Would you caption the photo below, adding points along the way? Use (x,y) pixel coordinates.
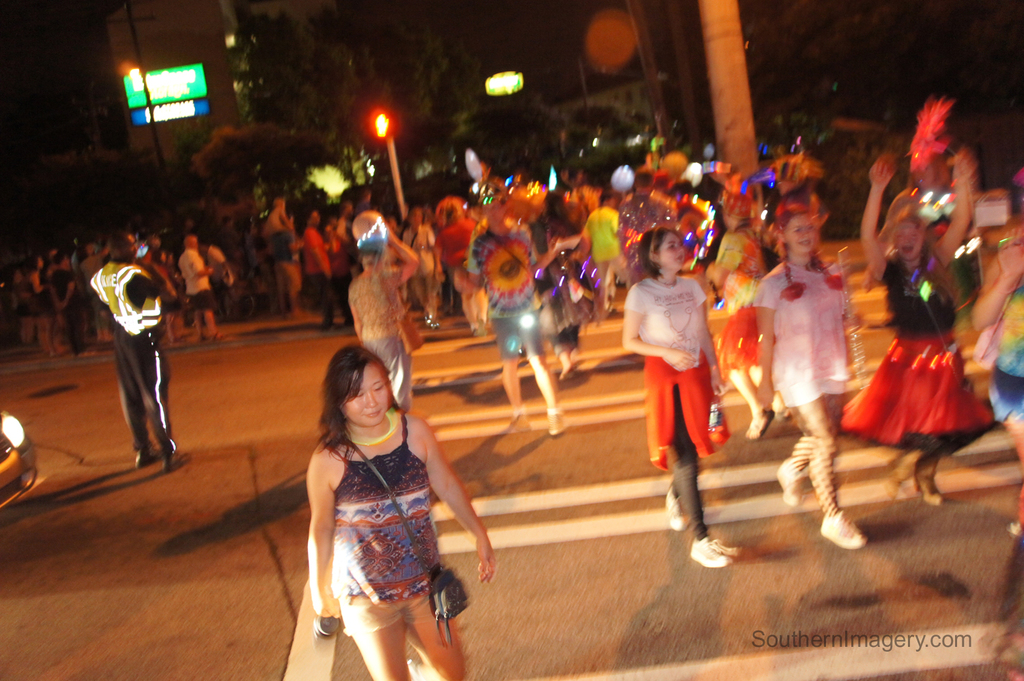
In this image there are group of people (400,387) walking on the road (487,618), there is a car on the road (487,618), and at the background (159,112) there is a light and board (168,101) attached to the poles (396,167), trees (291,156), buildings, sky (61,96).
